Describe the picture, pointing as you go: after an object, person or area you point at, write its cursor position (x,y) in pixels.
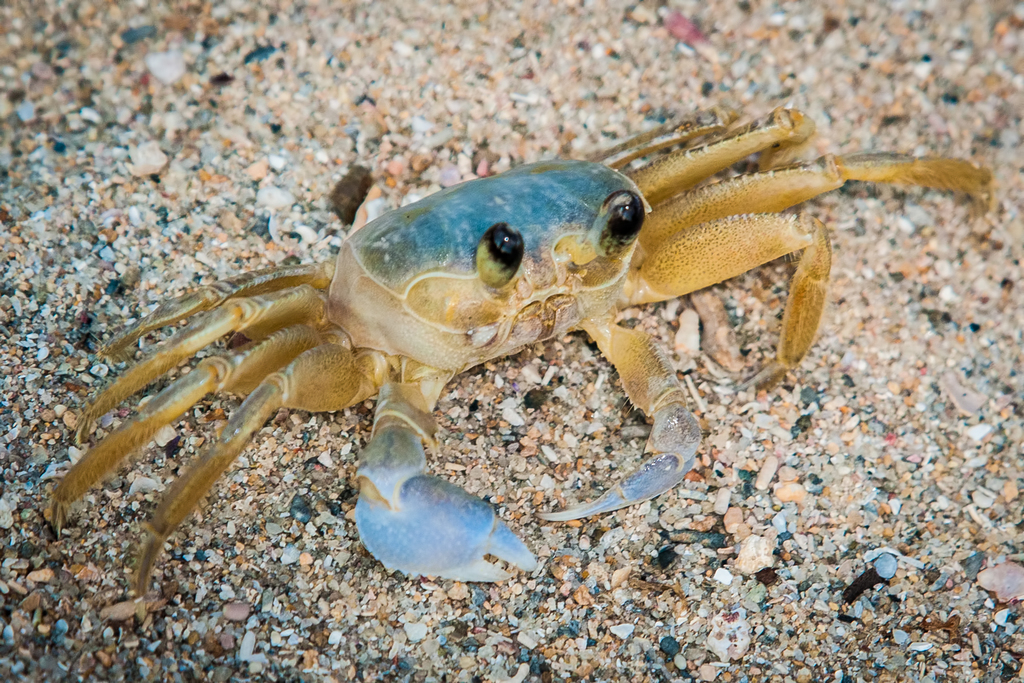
In this picture I can observe crab (395,294) on the land (190,120) in the middle of the picture (467,303). This crab (289,369) is in blue and brown colors.
